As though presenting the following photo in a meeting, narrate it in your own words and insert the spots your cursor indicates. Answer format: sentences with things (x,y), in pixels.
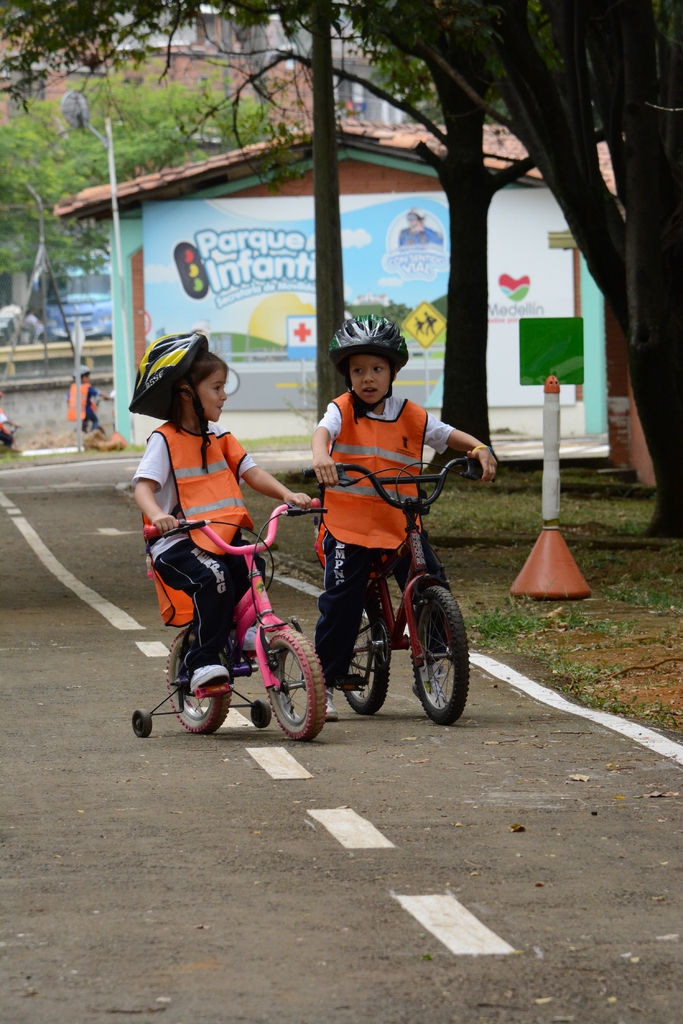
In this image, we can see kids (291,499) wearing jackets (219,456) and helmets (166,337) and riding on the bicycles (302,653). In the background (229,171), there are buildings (225,48) and we can see a shed (422,299), a traffic cone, trees (453,44), poles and we can see some other people (72,385) and vehicles (72,288). At the bottom (342,839), there is a road (363,782).
